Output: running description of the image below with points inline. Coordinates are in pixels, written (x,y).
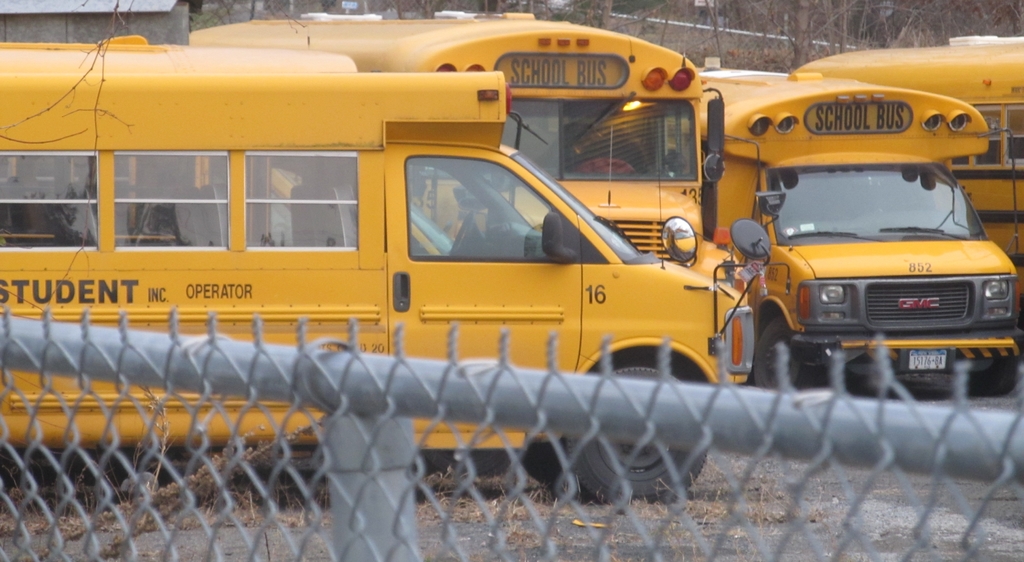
In the picture I can see yellow color vehicles (508,222) on the ground (687,548). I can also see fence (364,477) in front of the image. In the background (624,23) I can see trees (779,24).
